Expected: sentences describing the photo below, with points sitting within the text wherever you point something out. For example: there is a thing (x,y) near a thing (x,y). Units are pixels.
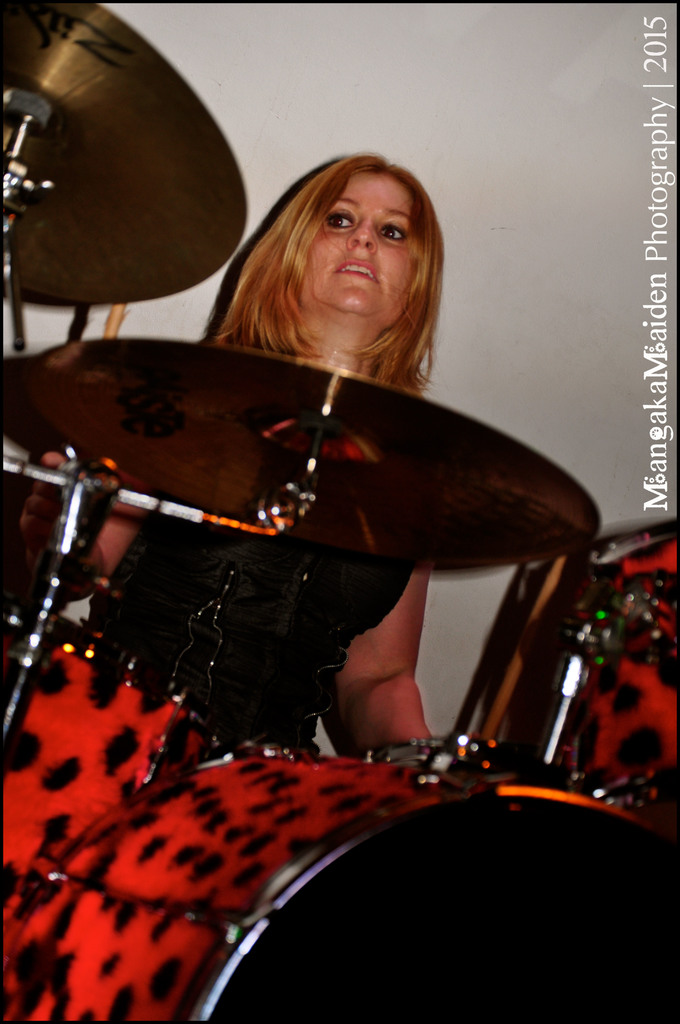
In this image, we can see a person (427,313) in front of musical instruments (384,501). In the background (433,679), we can see a wall (514,270). There is a text (659,492) on the right side of the image (650,469).
